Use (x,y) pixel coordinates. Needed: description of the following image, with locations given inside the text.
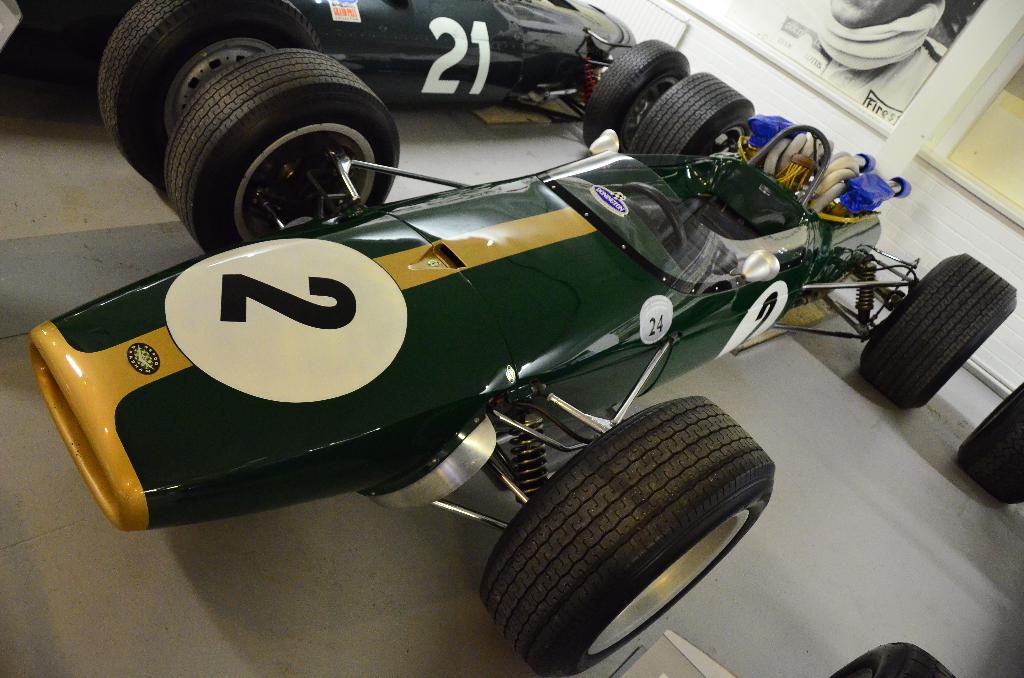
In this image we can see racing cars (636,320). In the background (859,140) there is a wall (938,128) and we can see boards (901,84).
